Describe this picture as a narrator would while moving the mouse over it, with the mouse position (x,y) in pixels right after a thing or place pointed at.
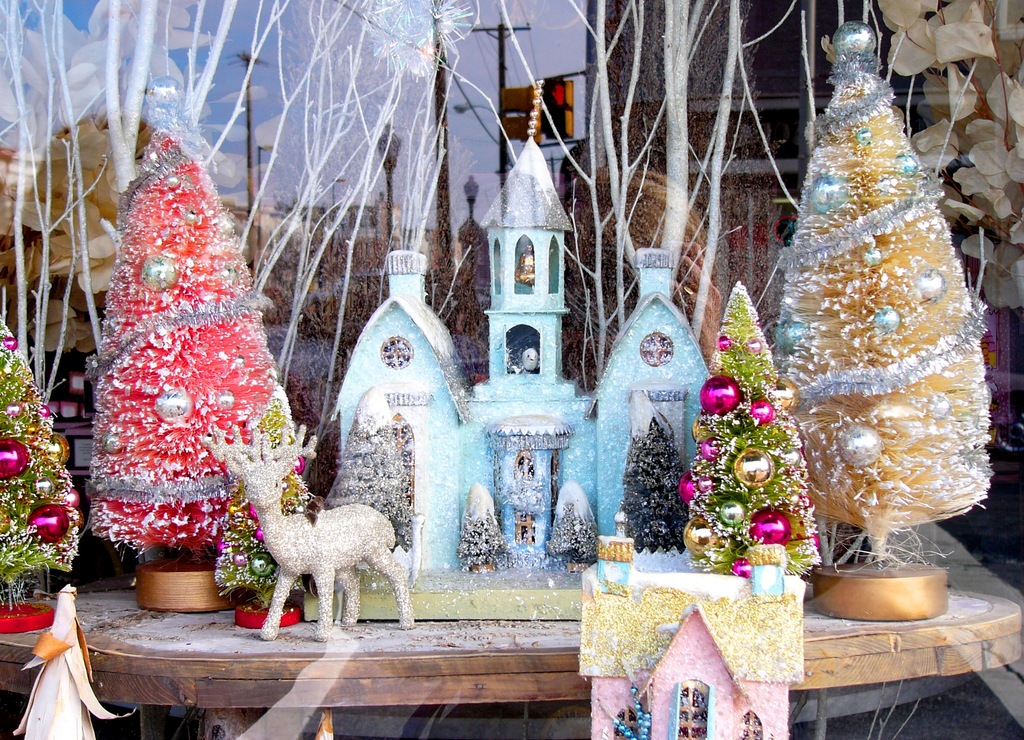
In this image in the front (551,474) there are plants (650,447), there are artificial buildings (603,516) and there are objects (283,583) which are white in colour. In the background (369,120) there are buildings (260,216) and the sky (493,81) is cloudy.
